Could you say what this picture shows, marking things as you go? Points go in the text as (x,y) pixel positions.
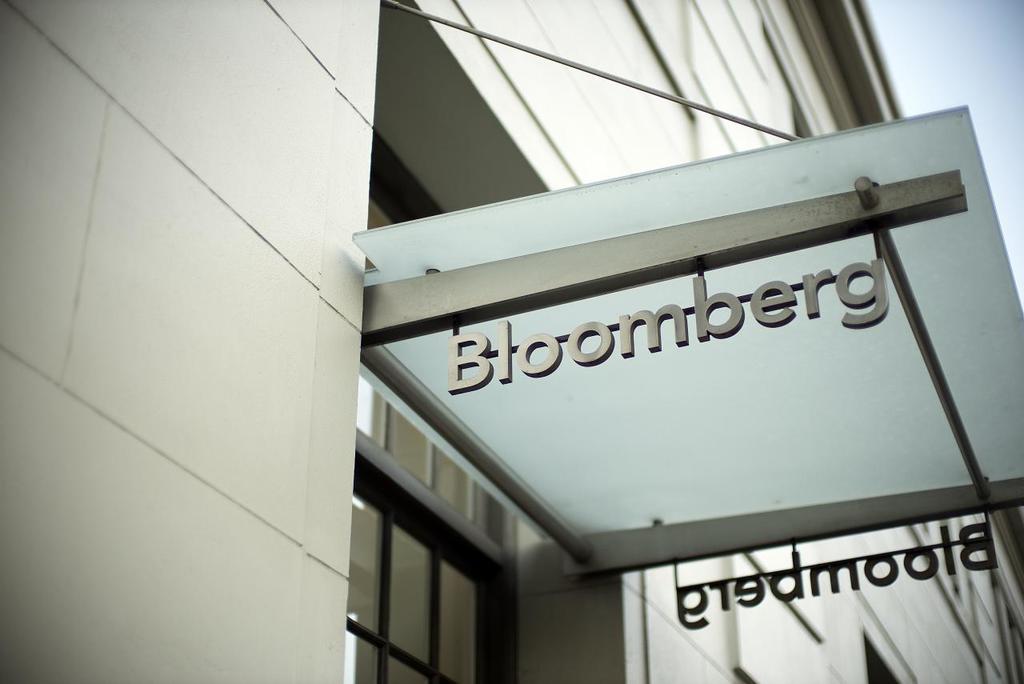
In the image there is a sign (740,313) of some name to the architecture (222,610) of some building (374,402).
